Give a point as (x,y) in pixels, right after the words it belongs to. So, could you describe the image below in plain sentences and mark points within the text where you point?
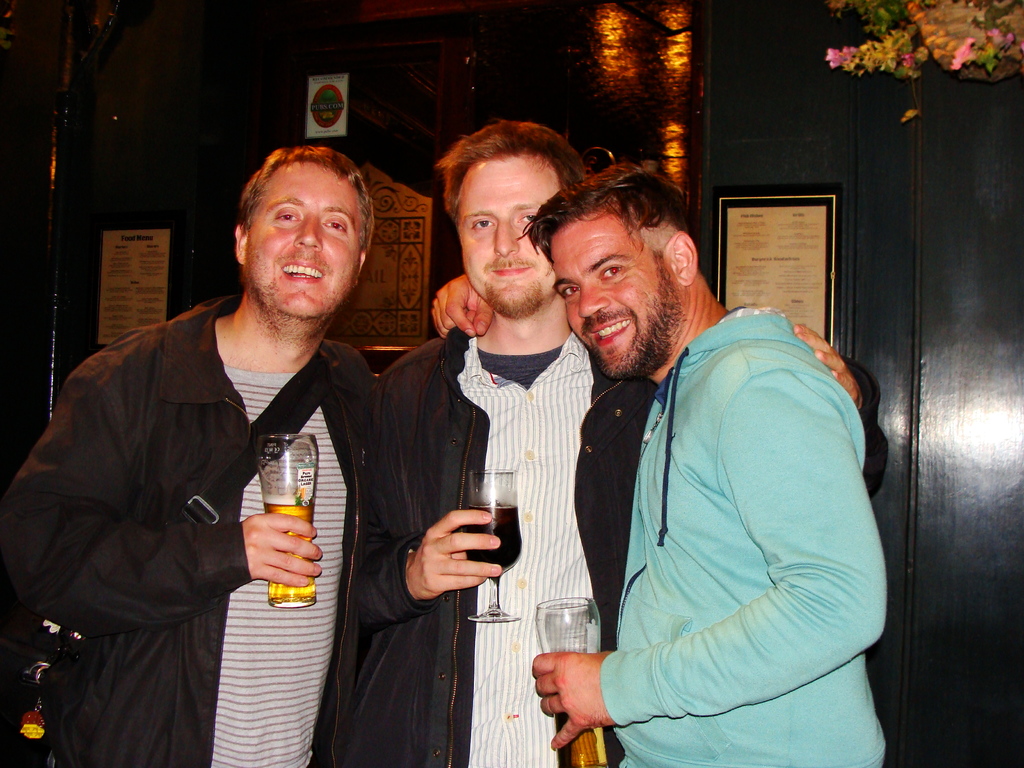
In this image there are three persons (230,428) who are standing and these three persons (459,481) are holding glasses (565,639) and that glasses (493,589) are filled with some drink (502,560). On the right side (719,525) one person (728,536) who is standing is wearing a blue shirt (698,546) and on the left side (175,589) one person (272,339) is standing who is wearing a black shirt (175,589) and white striped t shirt (282,659) and he is wearing one bag pack (250,463). Between them another person (473,583) is standing and he is holding a glass (483,559). Behind these persons (512,433) there is one wall (926,314) and there is one frame (787,245). On the top of the right corner (956,27) there is one flower pot (924,40).
